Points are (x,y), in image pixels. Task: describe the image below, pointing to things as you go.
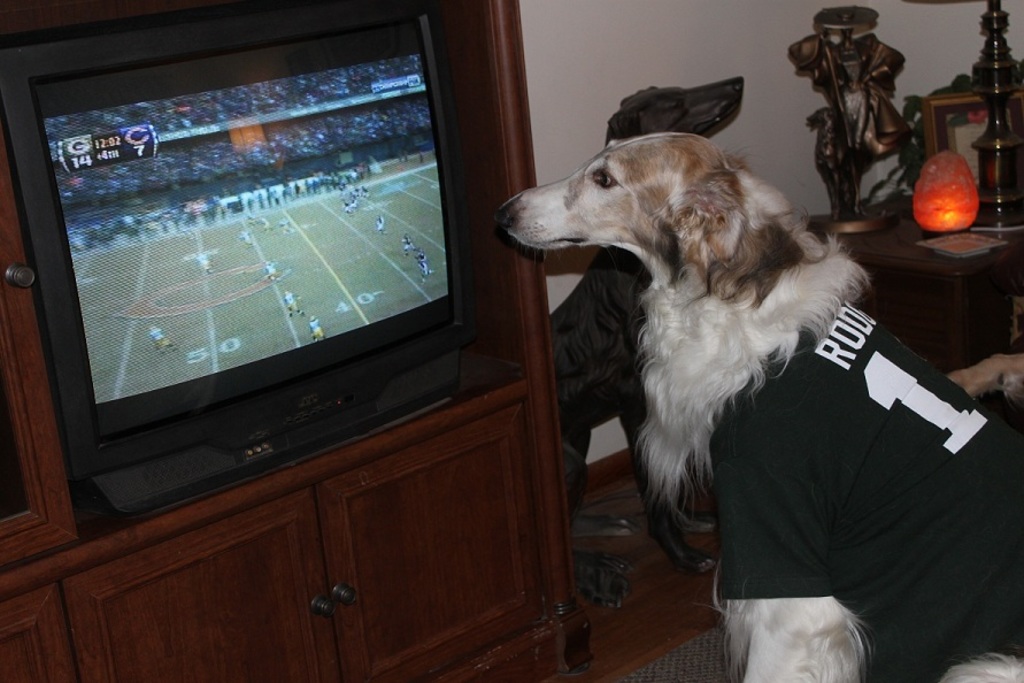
In this picture we can see a dog (714,383) in front of the television (287,236), beside to the television (461,246) we can find a light (935,162), frame (931,142) and other things (919,127) on the table (929,266).
